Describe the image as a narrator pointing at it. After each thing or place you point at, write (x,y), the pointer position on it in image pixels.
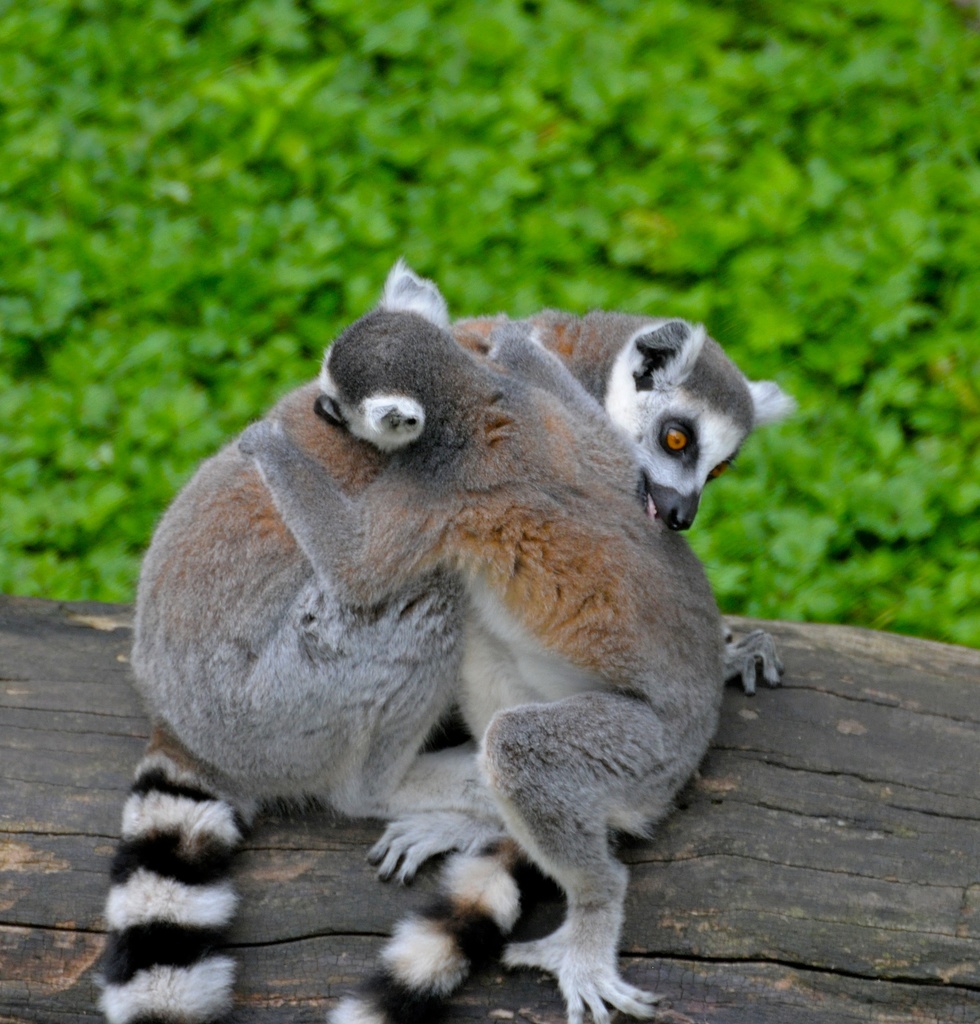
In this picture I can see few animals (479,609) in the middle (496,647), in the background (557,215) there are plants (837,218).
